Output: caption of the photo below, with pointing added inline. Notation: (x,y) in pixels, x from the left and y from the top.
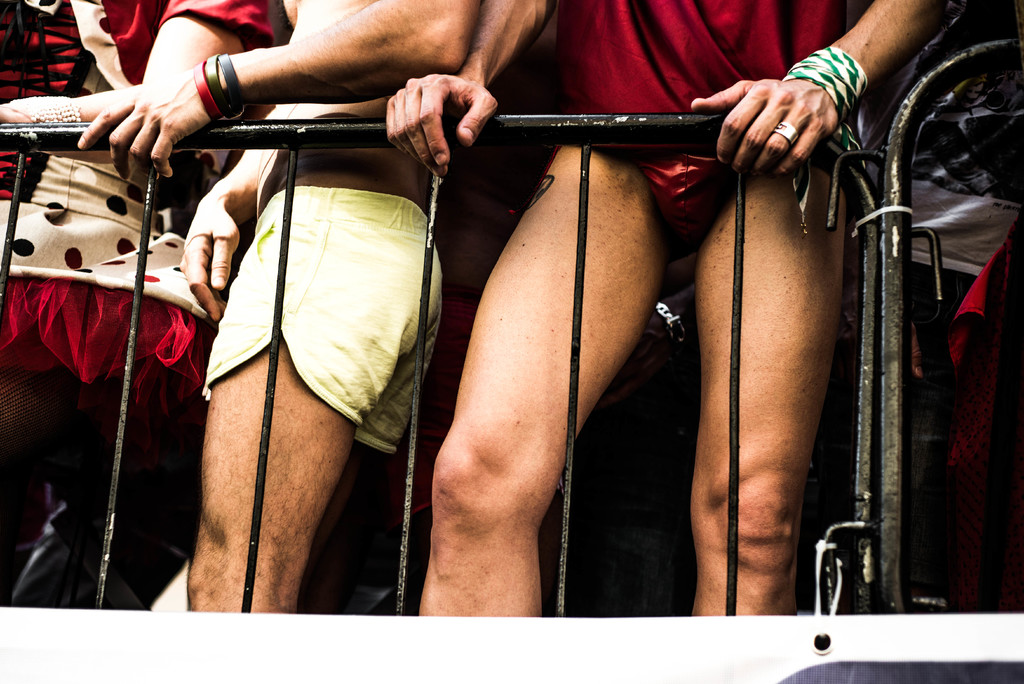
This image is taken outdoors. In this image there are a few persons (528,345) standing on the floor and there is a railing (902,202).
